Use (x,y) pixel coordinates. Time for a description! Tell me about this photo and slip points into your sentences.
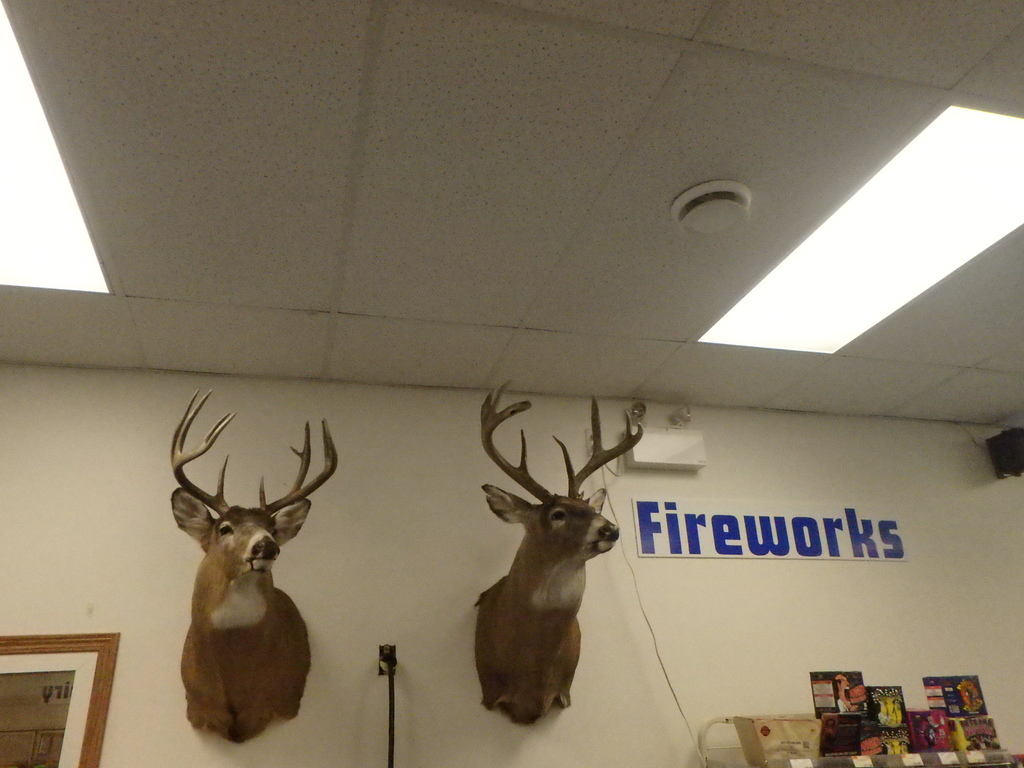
In this image, I can see two animal heads (549,609), poster (705,537) and few other objects (801,744). At the bottom right side of the image (781,748), I can see few other objects (818,737). I think these are the ceiling lights (779,296), which are attached to the ceiling (734,145).
